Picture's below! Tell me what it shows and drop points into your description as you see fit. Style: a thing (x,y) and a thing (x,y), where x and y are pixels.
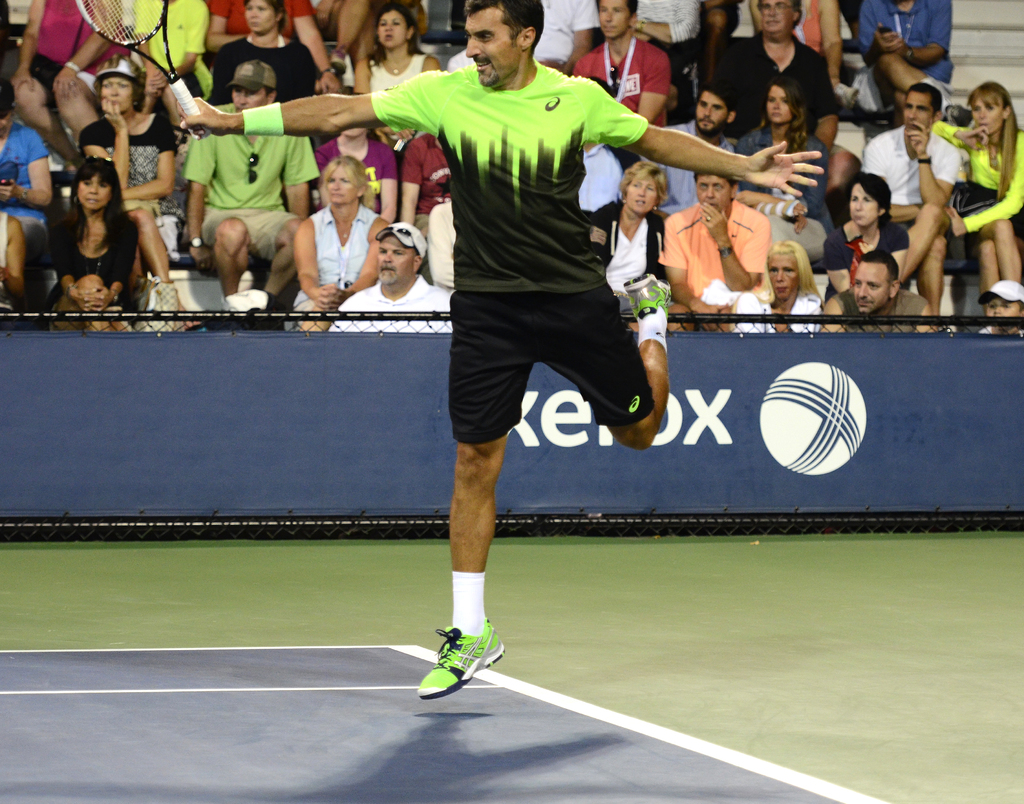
In this image i can see a person (474,216) holding a tennis racket (94,1) and in the background (274,142) i can see the audience (385,211) watching the person (509,294) playing the game.
